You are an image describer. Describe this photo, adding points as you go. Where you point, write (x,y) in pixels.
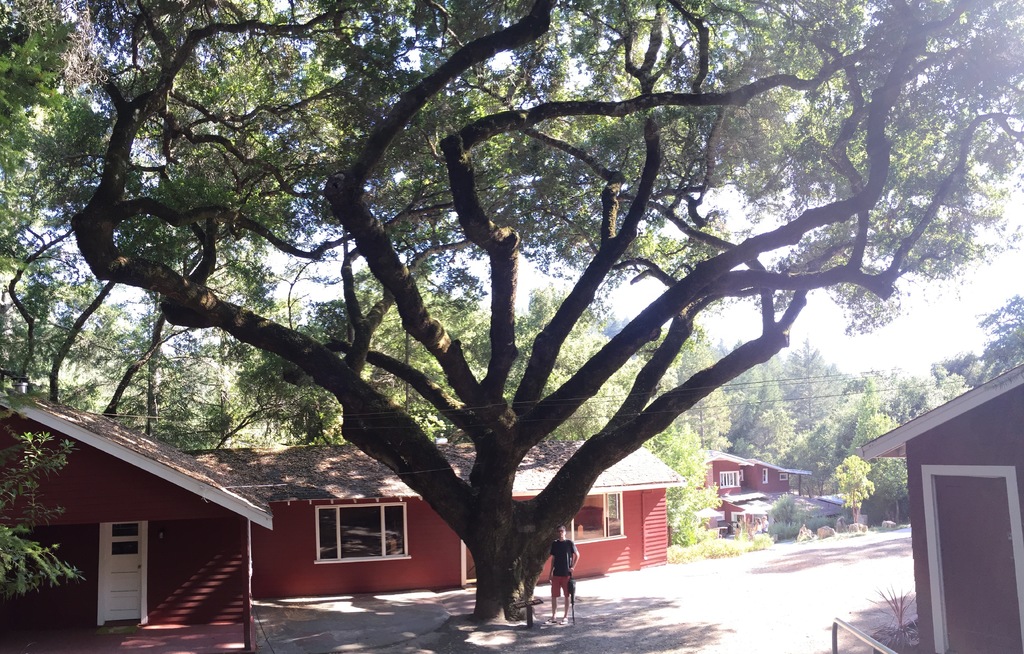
In this image we can see this person (559,592) is standing on the road (788,565). Here we can see the trees (542,532), wooden houses (955,458), trees (775,432) and the sky (1001,264) in the background (904,381).
